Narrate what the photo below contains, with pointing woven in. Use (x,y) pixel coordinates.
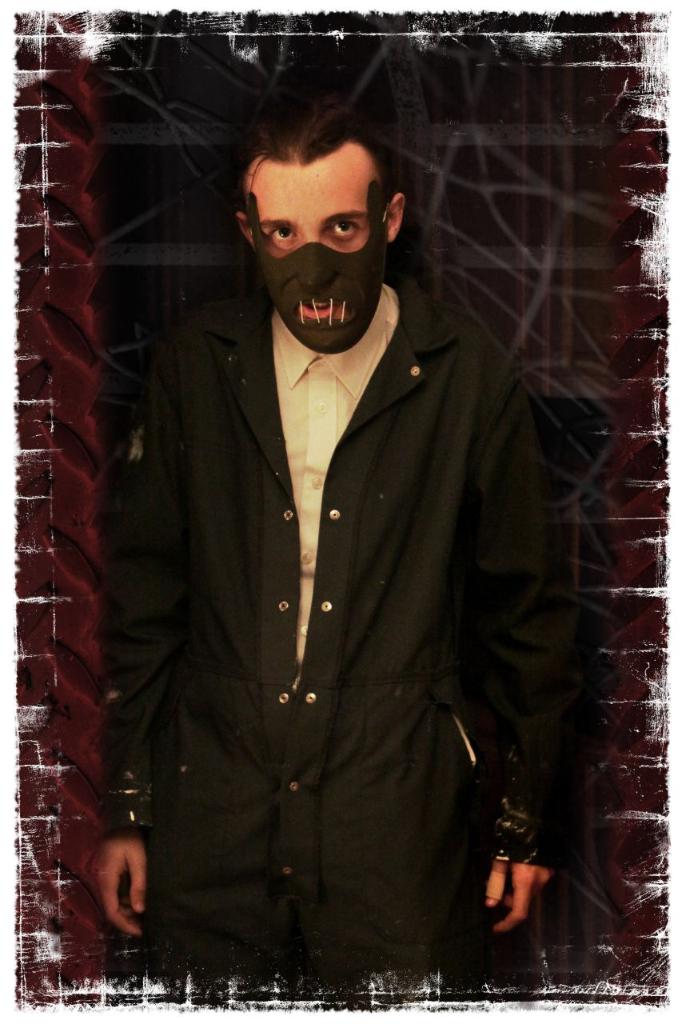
This is an edited image. In this image we can see a man (206,656) wearing mask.
